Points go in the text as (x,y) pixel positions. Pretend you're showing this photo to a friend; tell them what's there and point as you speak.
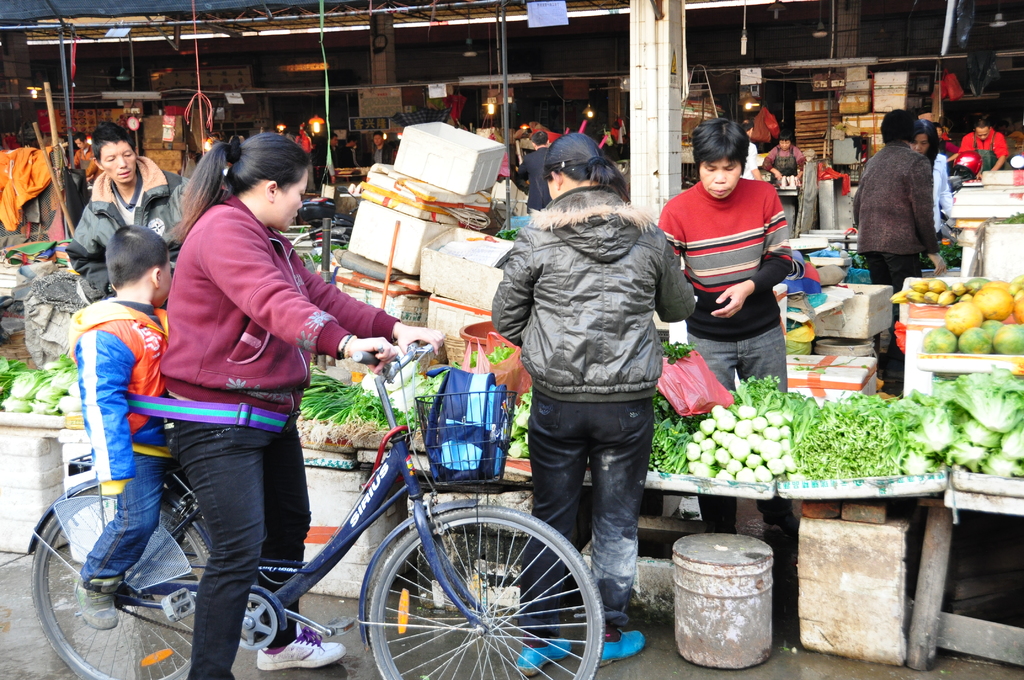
In the foreground (243,552), there is one child (113,480) sitting on the bicycle (392,556). In the right (700,336) group of people (933,206) standing in front of the vegetable trays (786,430) and in the left (142,181) one person (153,195) is standing. The tent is of dark sheets (234,31). In the middle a pillar (637,142) is visible of white in color. There are different types of varieties of fruits (967,319) and vegetables (866,429) in the hall (309,123). It looks as if the image is taken inside a market (843,82).
